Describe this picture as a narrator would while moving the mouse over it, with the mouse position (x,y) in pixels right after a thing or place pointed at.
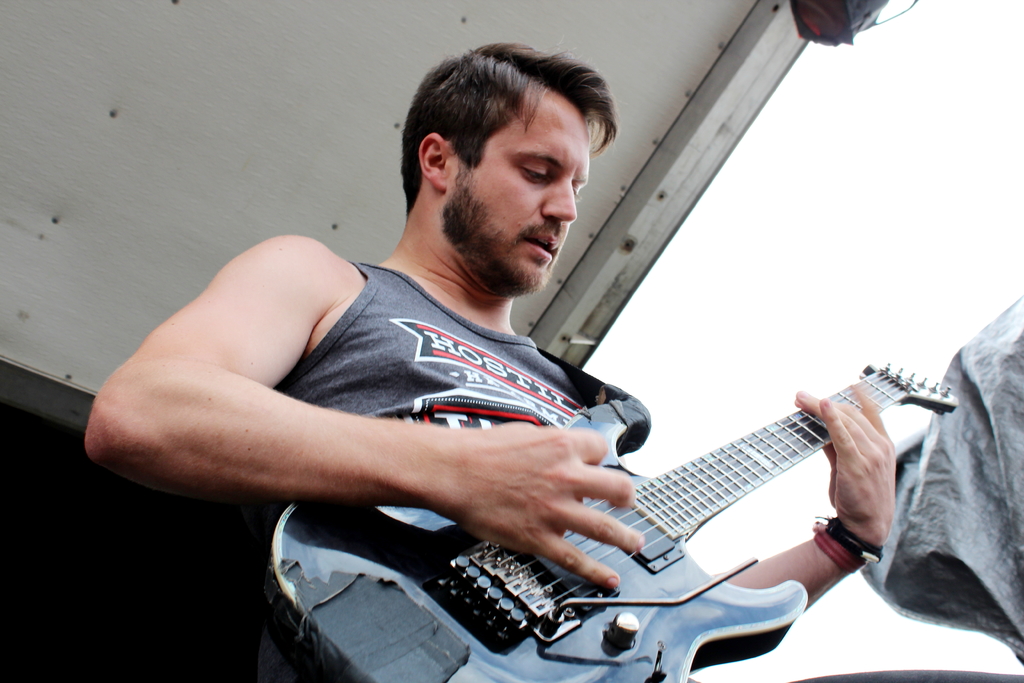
In the picture only one person (483,358) is present holding a guitar (695,493) in his hands (569,557) and wearing a grey shirt (416,386).
